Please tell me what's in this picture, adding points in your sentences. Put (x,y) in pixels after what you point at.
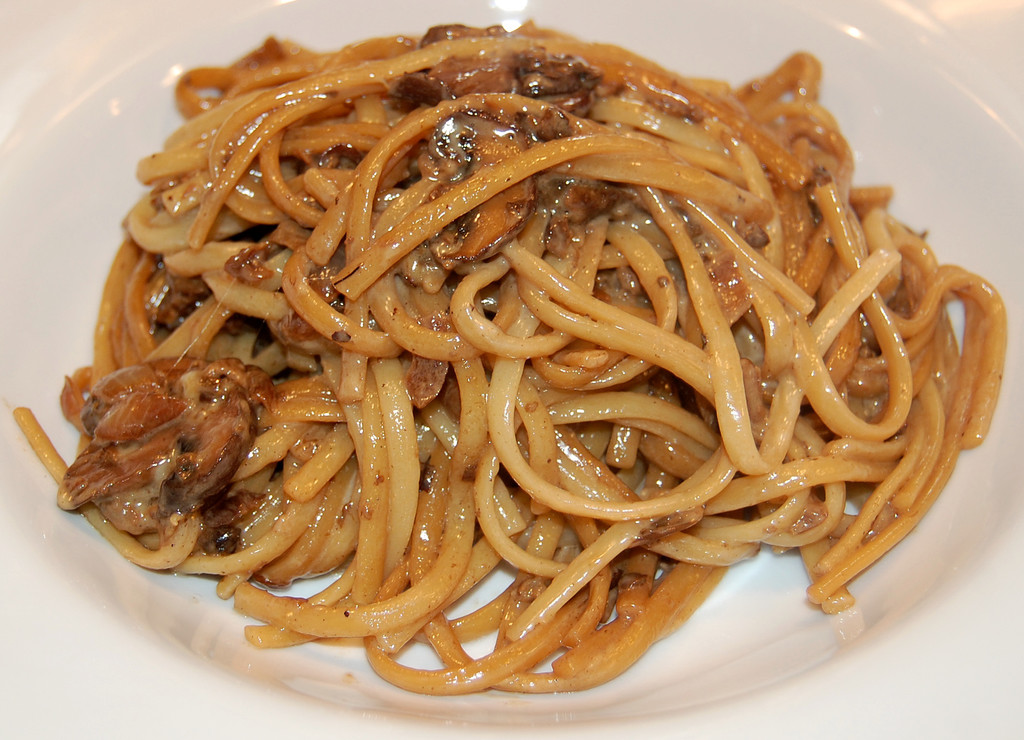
In this image I can see the food (737,334) in white color object (955,651). The food (841,477) is in brown color.
